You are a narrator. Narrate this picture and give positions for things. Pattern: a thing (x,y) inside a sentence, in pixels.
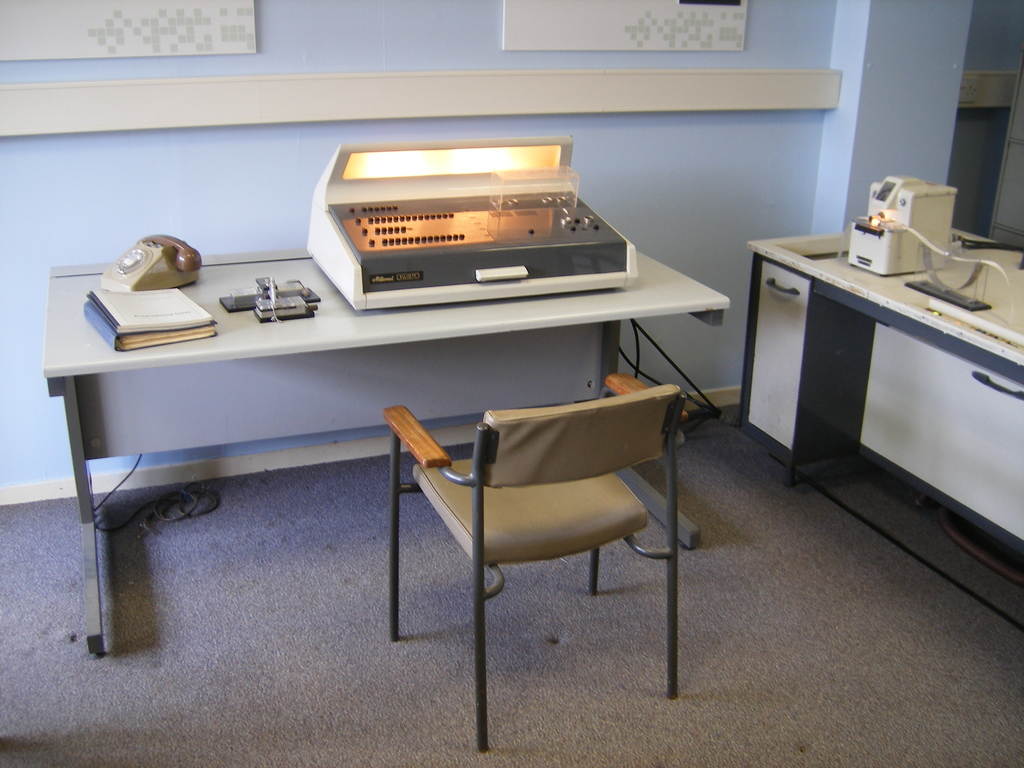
On these tables (756,284) there are machines (491,214), telephone (172,254) and books (143,336). Above this carpet (303,598) there is a cable (166,496) and chair (545,500). This is wall (681,192).
